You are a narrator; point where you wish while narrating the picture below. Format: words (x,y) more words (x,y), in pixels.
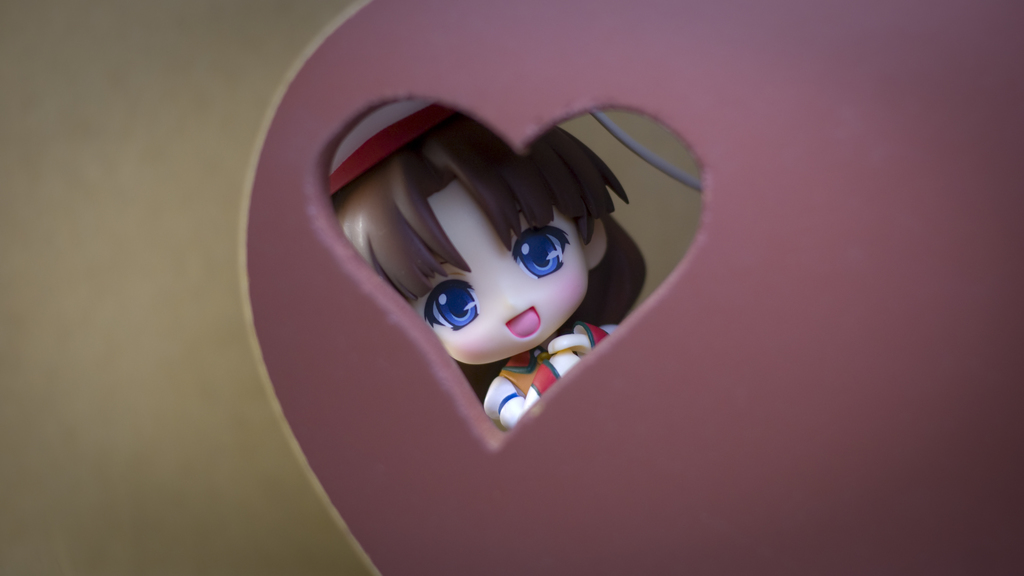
In this picture we can see a toy of a girl (510,228), wire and some objects (525,136).
